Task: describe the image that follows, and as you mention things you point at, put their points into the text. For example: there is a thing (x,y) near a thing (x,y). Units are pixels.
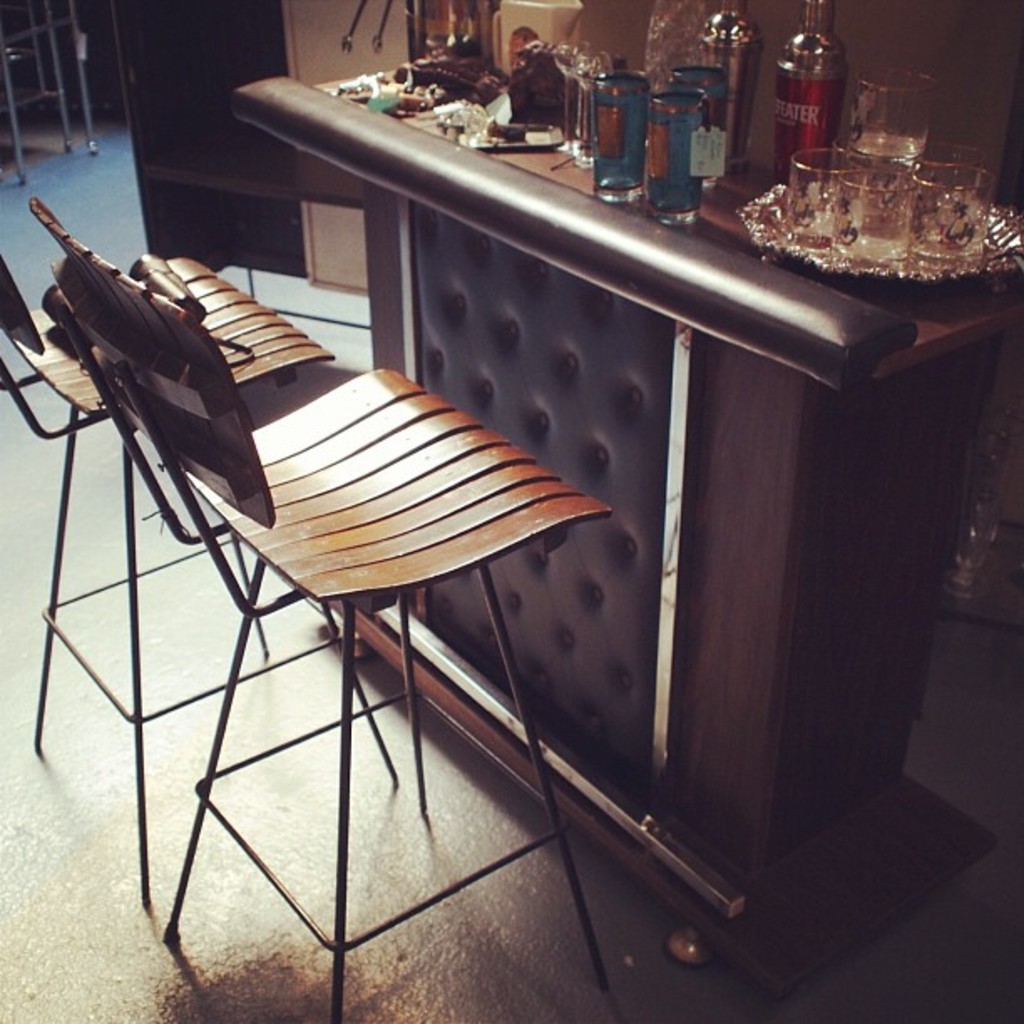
In this image I can see two chairs (326,538) and table (538,251). On the table (709,294) I can see glasses (848,198), bottles (737,159), a plate (795,187) and some other objects (554,122). Here I can see some objects (61,80) on the floor (60,146).
